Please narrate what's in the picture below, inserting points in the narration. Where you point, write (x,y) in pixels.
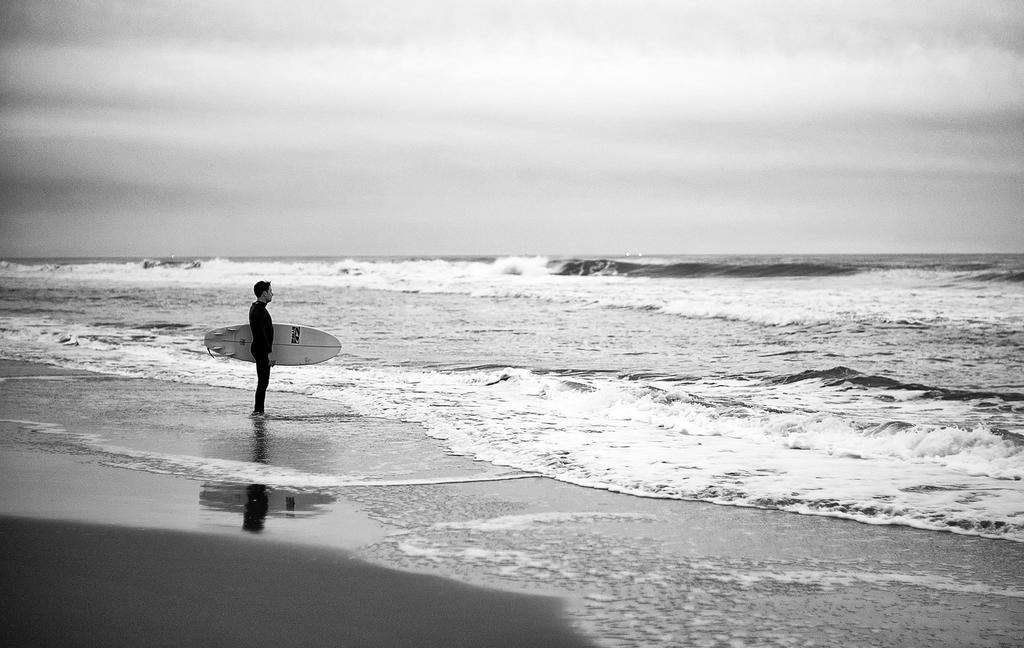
In this picture there is a man (260,360) who is wearing a black t shirt (265,346) is holding a surfing board (304,348). There is a water (558,362). This man (270,294) is looking at the water (587,396).
